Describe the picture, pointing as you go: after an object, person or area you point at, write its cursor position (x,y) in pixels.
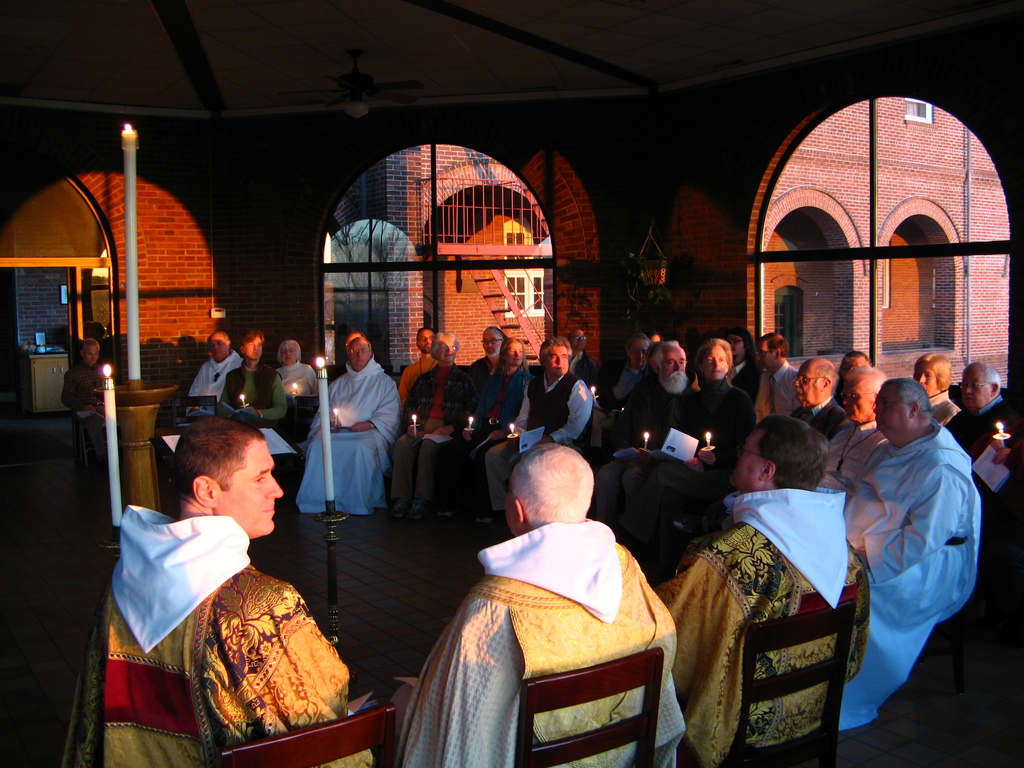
In the image there are group of people (444,424) sitting and holding candles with their hand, behind them there is a brick wall (604,276) and two windows (808,248). Outside the windows (932,209) there is another building (864,278).
